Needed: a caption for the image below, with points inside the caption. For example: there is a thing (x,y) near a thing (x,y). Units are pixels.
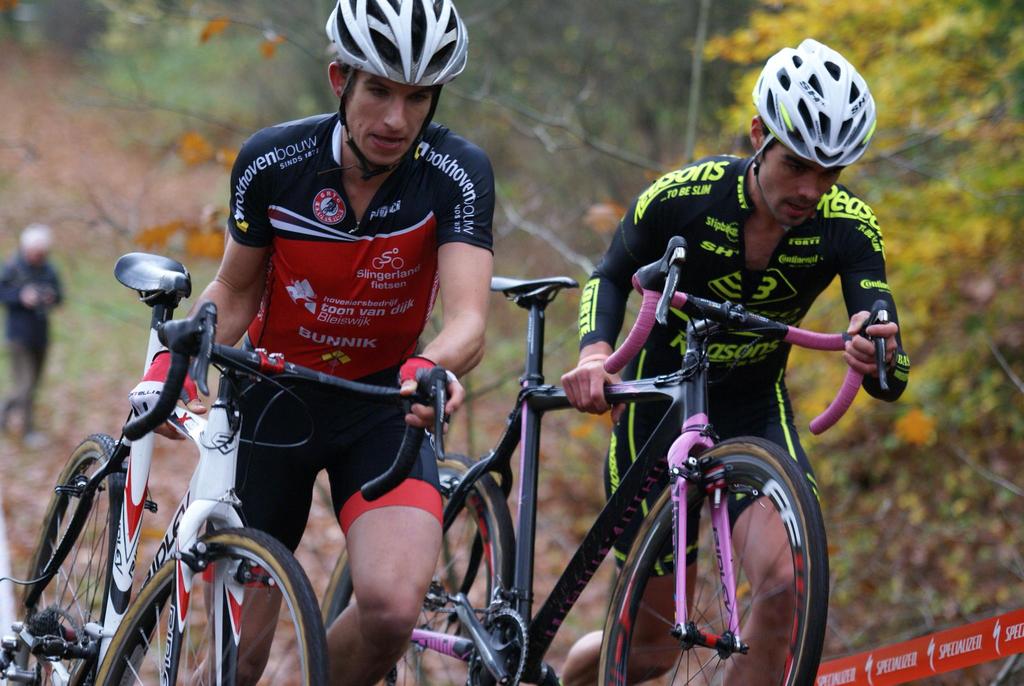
In this image I can see two persons (594,360) holding bicycles (699,360), background (959,382) I can see the other person (28,390) standing and I can see few leaves (893,254) in yellow color.
